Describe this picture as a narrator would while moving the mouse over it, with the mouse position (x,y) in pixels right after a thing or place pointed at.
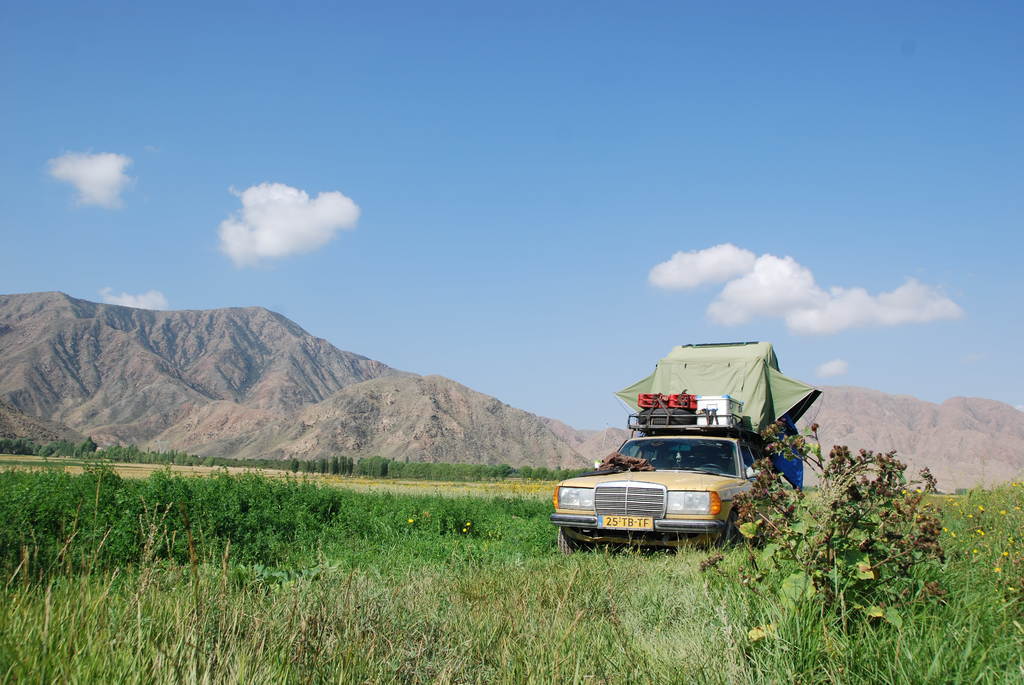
In this picture there is a vehicle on the right side of the image (692,466) on the grassland (1004,520), it seems to be there is a tent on a vehicle (663,481) and there is greenery (1021,555) at the bottom side of the image (932,517) and there is sky (554,279) at the top side of the image (608,215).
